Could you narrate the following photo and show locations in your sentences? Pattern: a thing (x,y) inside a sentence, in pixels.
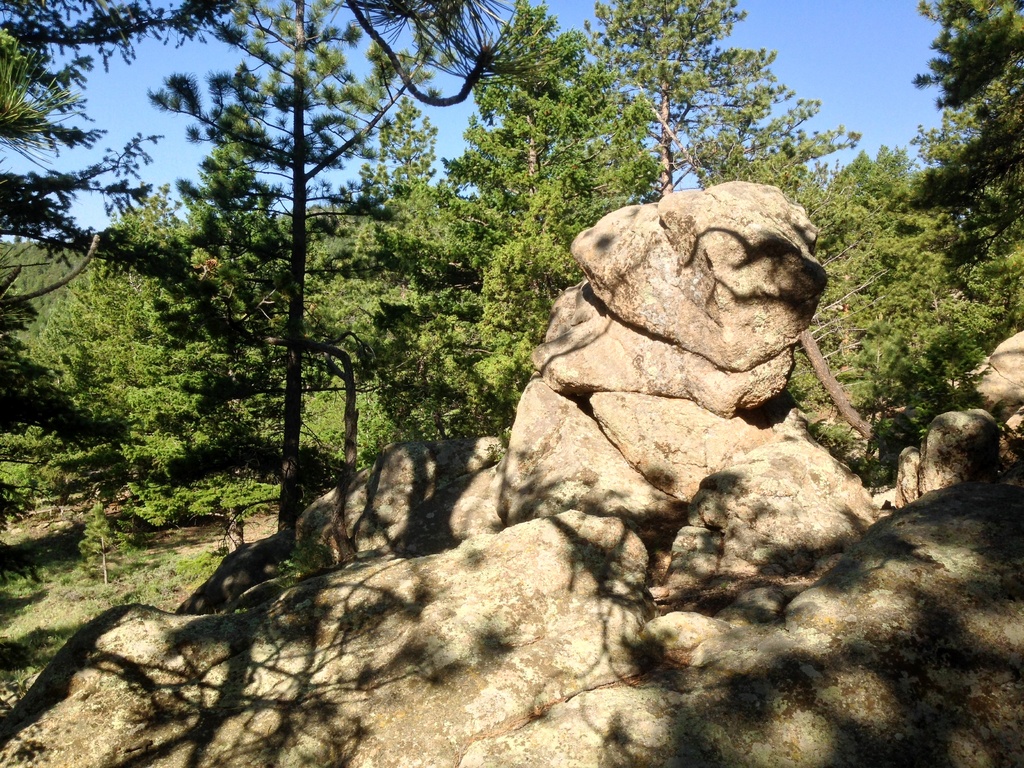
This picture describe about the brown color mountain (763,525) seen in the middle of the image (624,276). Behind we can see many trees (490,242) and blue clear sky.
